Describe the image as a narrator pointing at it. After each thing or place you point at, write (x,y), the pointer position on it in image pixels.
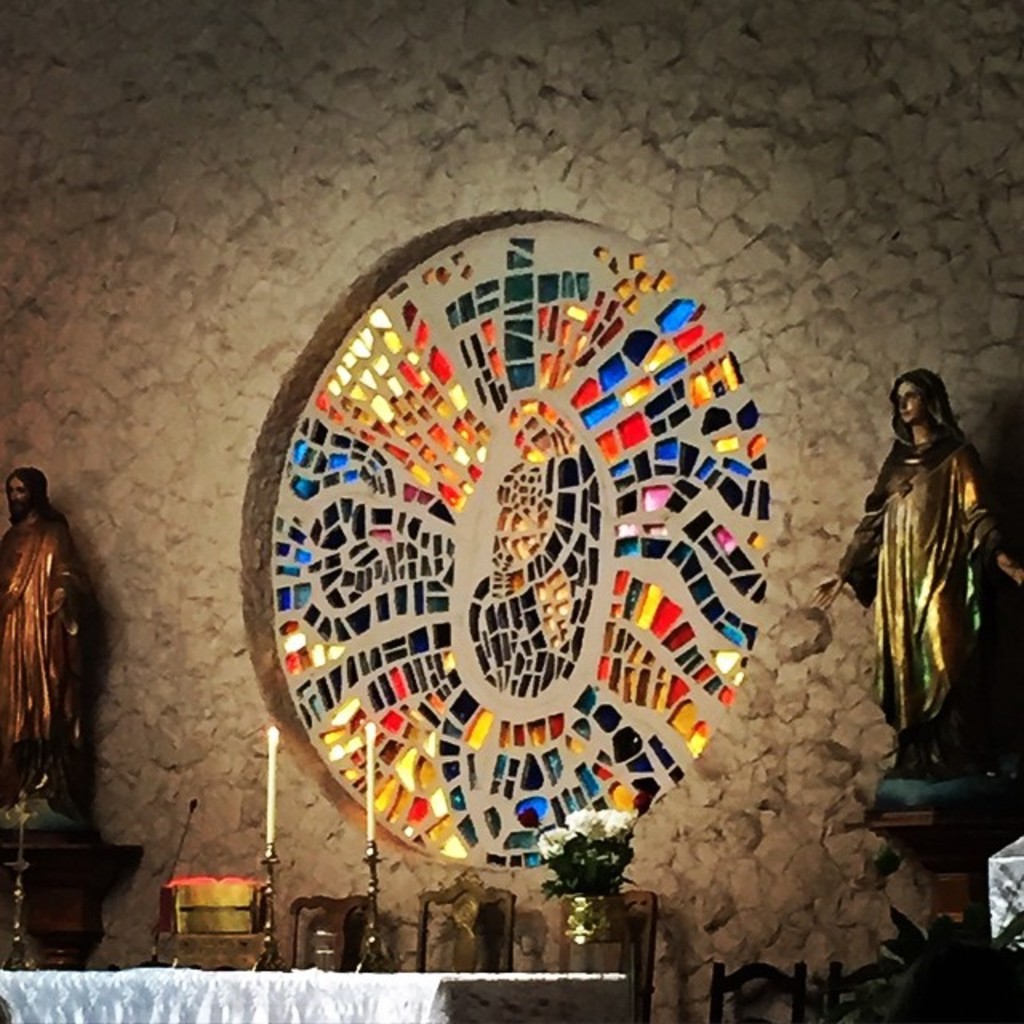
In this image there is a wall decor (404,565) in the circle shape on the wall (99,475) made of some glass pieces (449,728) in-front of that there are few sculptures (48,756), table (537,1023) and chairs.
